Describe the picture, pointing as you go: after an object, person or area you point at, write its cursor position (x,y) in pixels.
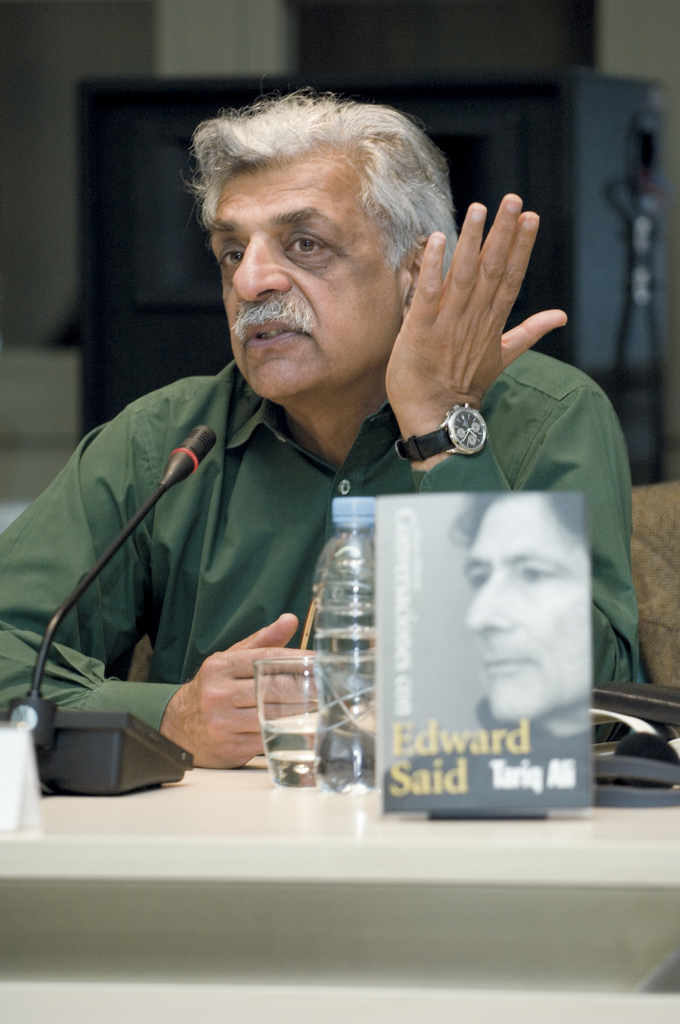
In this picture we can see a man (207,552) in green shirt (194,527) and white hair (367,126) sitting on the chair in front of a table (276,791) and on the table (297,836) we have mike (71,726), cup (297,684), bottle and a book (391,681).
